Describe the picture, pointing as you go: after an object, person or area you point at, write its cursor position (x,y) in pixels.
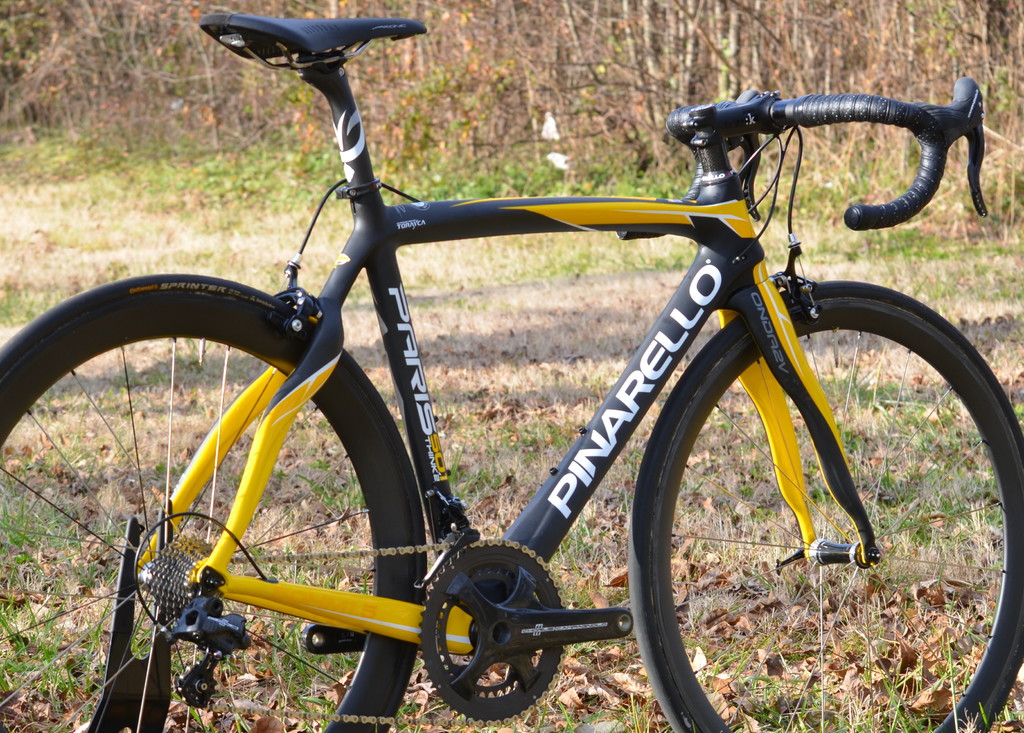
This picture shows a bicycle (682,292) and we see plants (3,4) and grass (573,540) on the ground (562,698) and the bicycle (236,509) is black and yellow in color.
